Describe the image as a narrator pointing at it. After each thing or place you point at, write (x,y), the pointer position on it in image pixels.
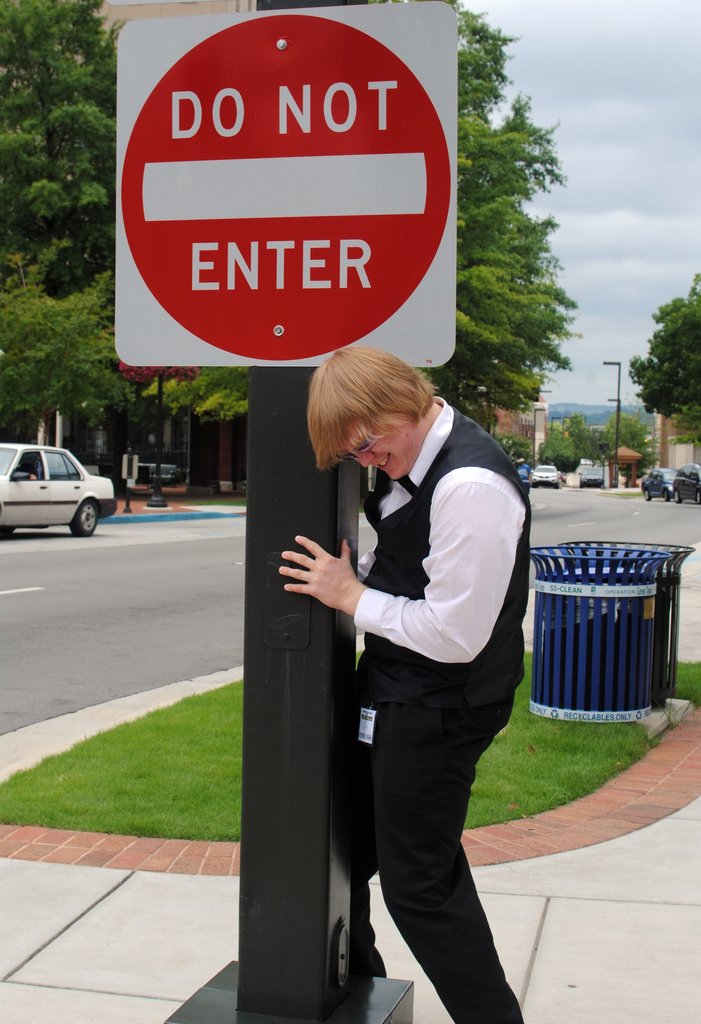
In this image, at the middle (254,490) there is a black color pole (259,655), on that pole (263,475) there is a red color DO NOT ENTER sign board (399,329), there is a man (458,651) standing and he is holding the pole (314,684), in the background (492,334) there are some cars (41,490) and there are some green color trees (535,356), at the top (609,142) there is a sky (621,172).
